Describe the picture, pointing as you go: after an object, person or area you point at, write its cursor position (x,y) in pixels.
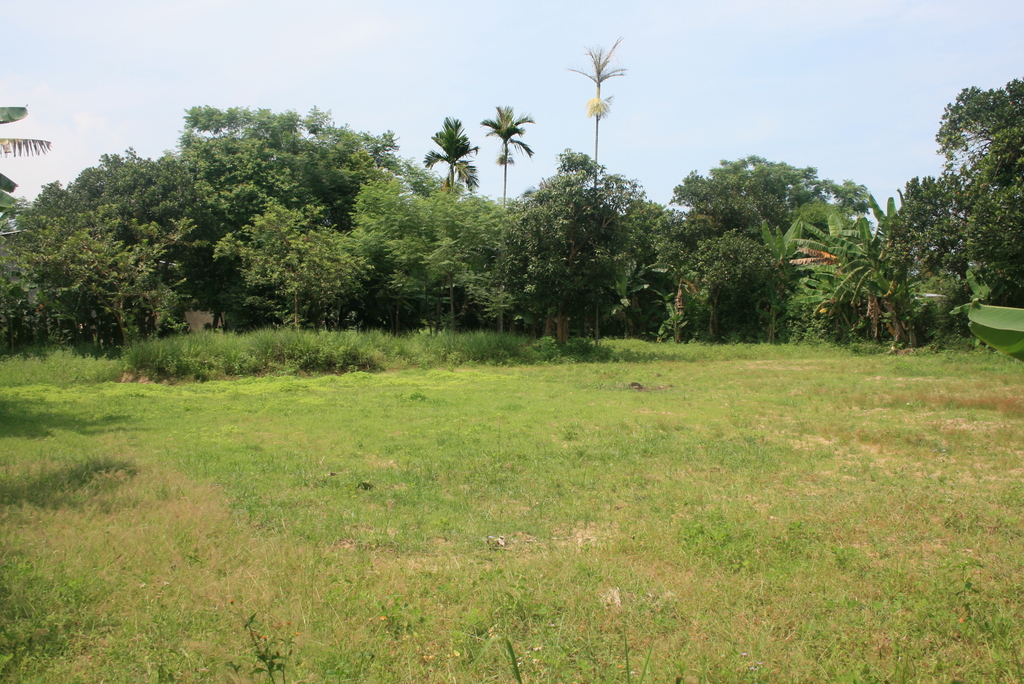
In this image at the bottom (449,583) there is some grass (719,379) and in the background (648,246) there are some trees (539,255) and plants (27,275), and at the top of the image (362,77) there is sky (437,77).
